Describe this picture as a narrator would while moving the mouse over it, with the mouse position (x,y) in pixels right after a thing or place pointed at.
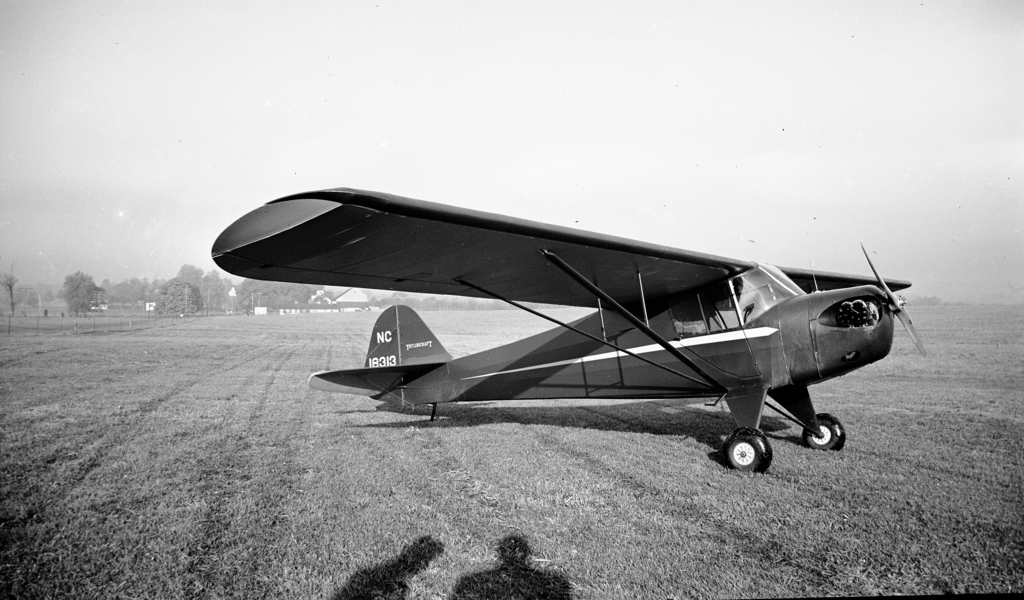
In this image there is a plane (573,337) at right side of this image (693,332) and there are some trees (128,291) in the background (181,296) and there is a sky (335,128) at top of this image (457,87), and there is a ground (365,494) at bottom of this image (430,459).
